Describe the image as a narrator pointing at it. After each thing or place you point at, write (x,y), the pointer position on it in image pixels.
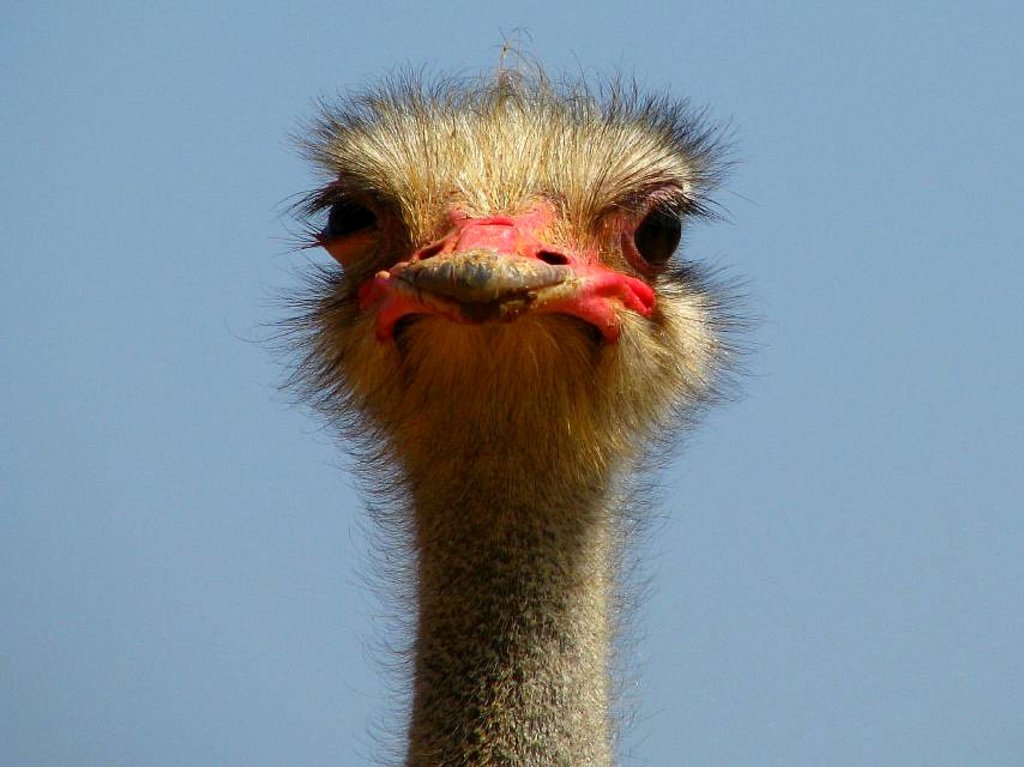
In the picture we can see a head part (658,385) of an ostrich (516,629) with full of cream color hair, eyes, and beak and behind it we can see a sky (71,53) which is blue in color.
